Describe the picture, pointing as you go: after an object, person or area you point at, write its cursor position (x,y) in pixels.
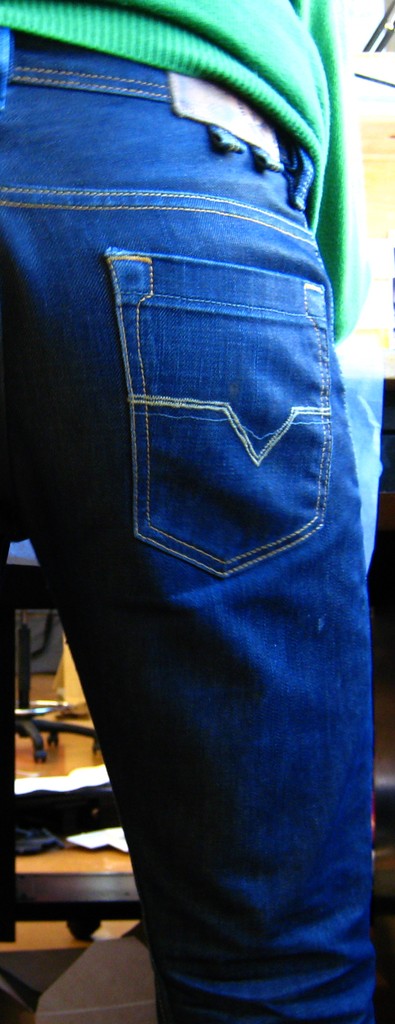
In this picture I can see there is a person (289,204) standing and wearing a green sweater (254,57) and a blue jeans (262,545) and in the backdrop (93,740) I can see there is a table (82,872) and chairs (24,702).
